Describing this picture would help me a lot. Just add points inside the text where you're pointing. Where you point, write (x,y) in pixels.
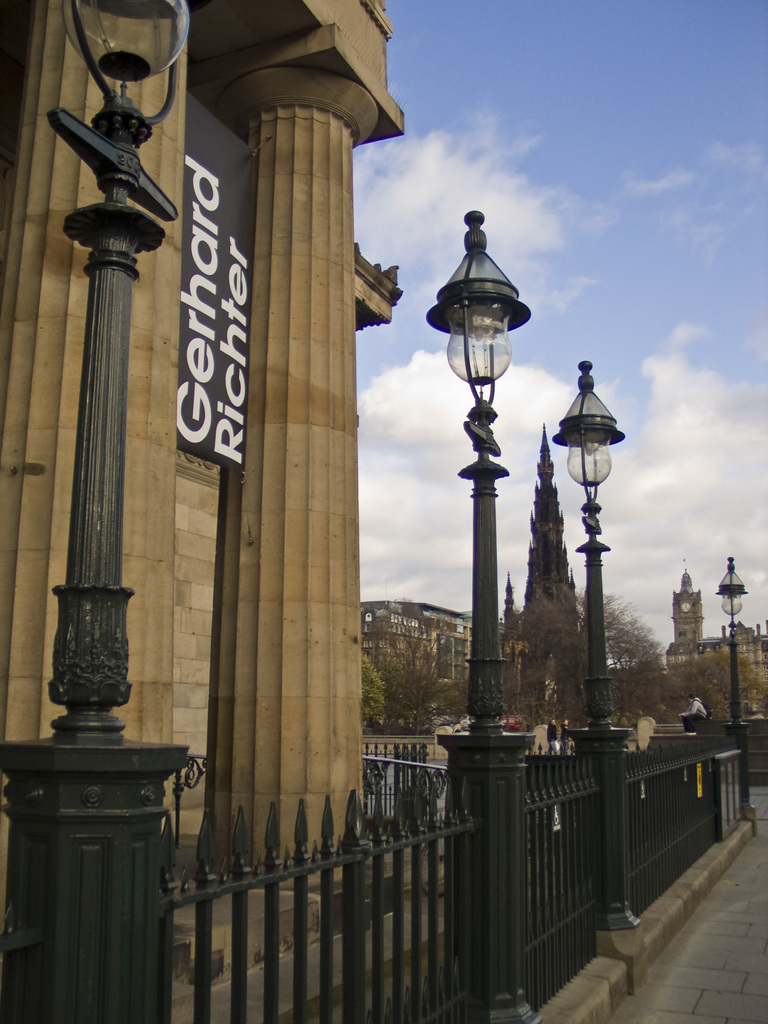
This picture is clicked outside. On the left (50,135) we can see the lamps (482,359) attached to the poles (466,942) and we can see the metal fence (653,804) and we can see the pillars (324,130) of a building (330,87) and we can see the text (204,239) on the banner (238,159). In the background (635,152) we can see the sky (659,248), trees (674,706), buildings (551,630) and group of persons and some other objects (545,746). On the right corner (725,915) we can see the pavement (722,983).
